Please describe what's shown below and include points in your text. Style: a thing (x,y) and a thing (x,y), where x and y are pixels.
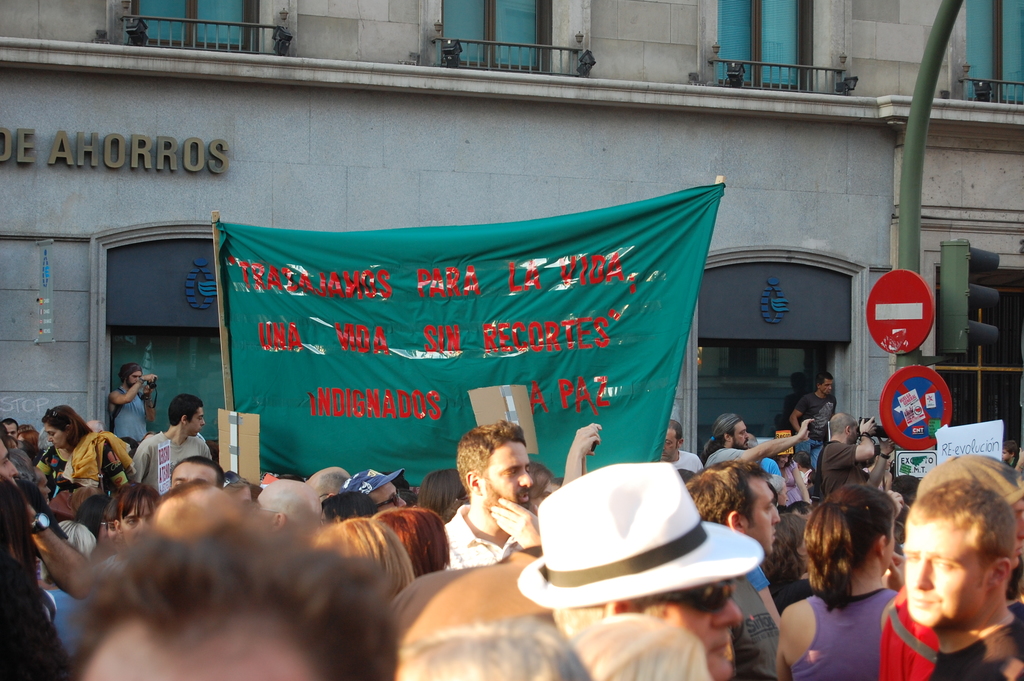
In the background of the image (214,48) there is a building (133,205). There are many people (132,443) at the bottom of the image (456,679). There is a sign board (901,435). There is a traffic signal (942,325).
